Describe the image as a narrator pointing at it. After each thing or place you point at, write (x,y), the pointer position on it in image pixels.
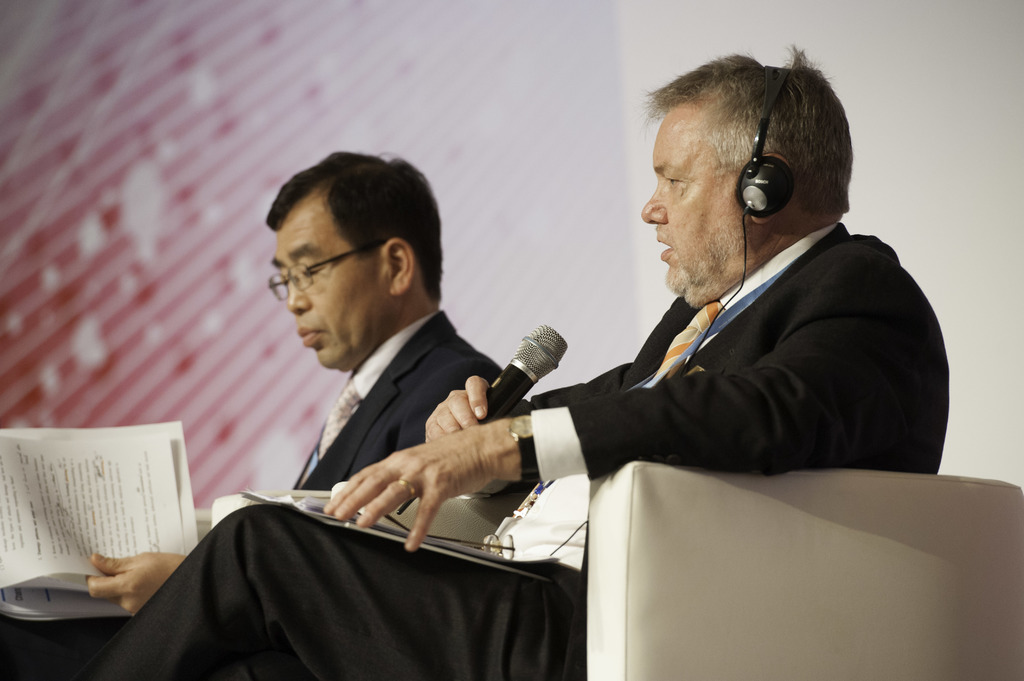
In this image there are two persons (425,507) sitting on a sofa (662,487), one of them is holding a mic (544,375) and wearing a headset (770,165) on his head (739,221) and he placed a few papers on his lap (209,550). The other person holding papers (130,553) in his hands (168,568). In the background (231,83) there is a wall (452,123).
